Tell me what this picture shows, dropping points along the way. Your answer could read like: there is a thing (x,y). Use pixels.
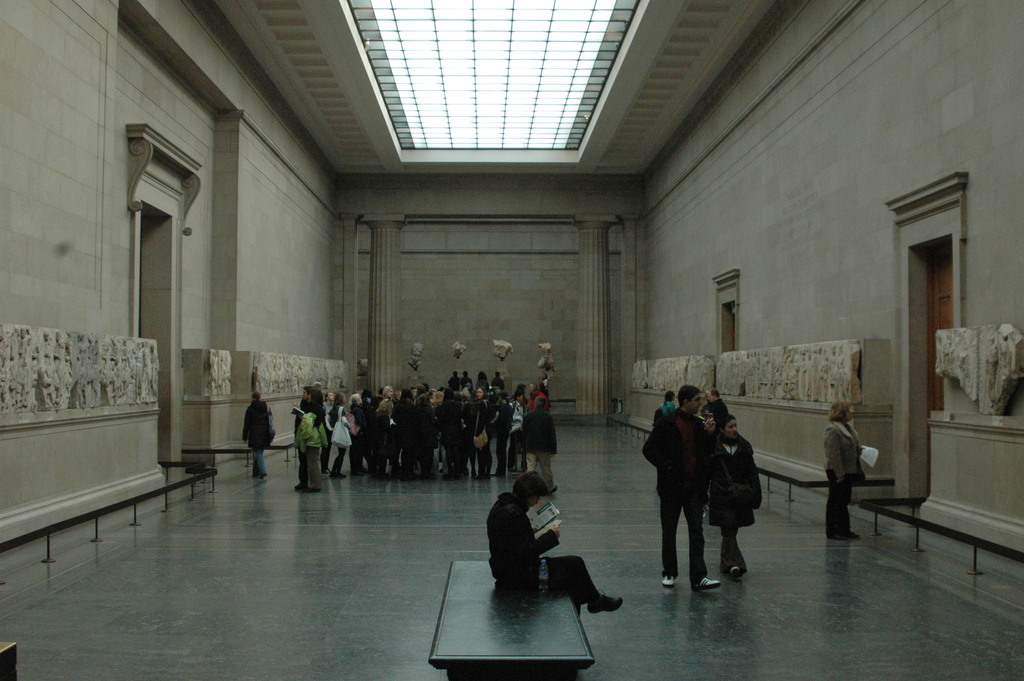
In this image I can see people (433,449) where one is sitting and rest all are standing. I can see most of them are wearing jackets (473,422) and few of them are carrying bags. Here I can see a brown colour door (945,281).
